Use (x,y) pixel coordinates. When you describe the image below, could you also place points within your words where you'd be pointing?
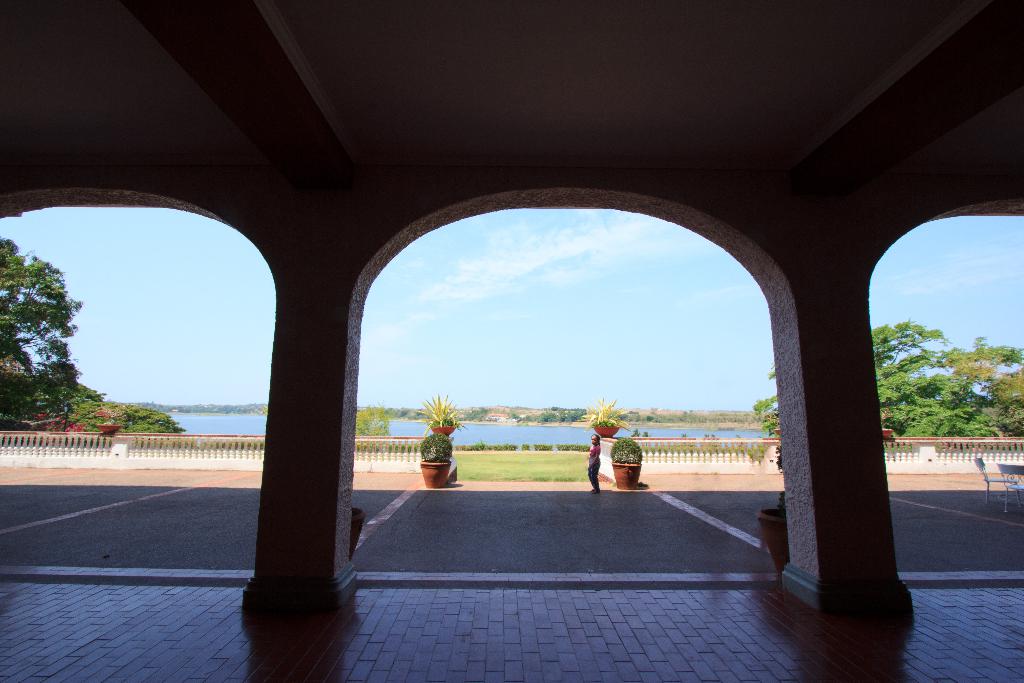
In the foreground of the picture (354,558) there are flower pots (359,521) and pillars (852,541). In the center of the picture (680,452) there are trees (78,396), flower pots (634,459), grass (583,469), railing (650,469), plants (439,444) and a person (595,477). In the background (505,436) there are trees (550,415) and water body (664,429). Sky (629,317) is sunny.
